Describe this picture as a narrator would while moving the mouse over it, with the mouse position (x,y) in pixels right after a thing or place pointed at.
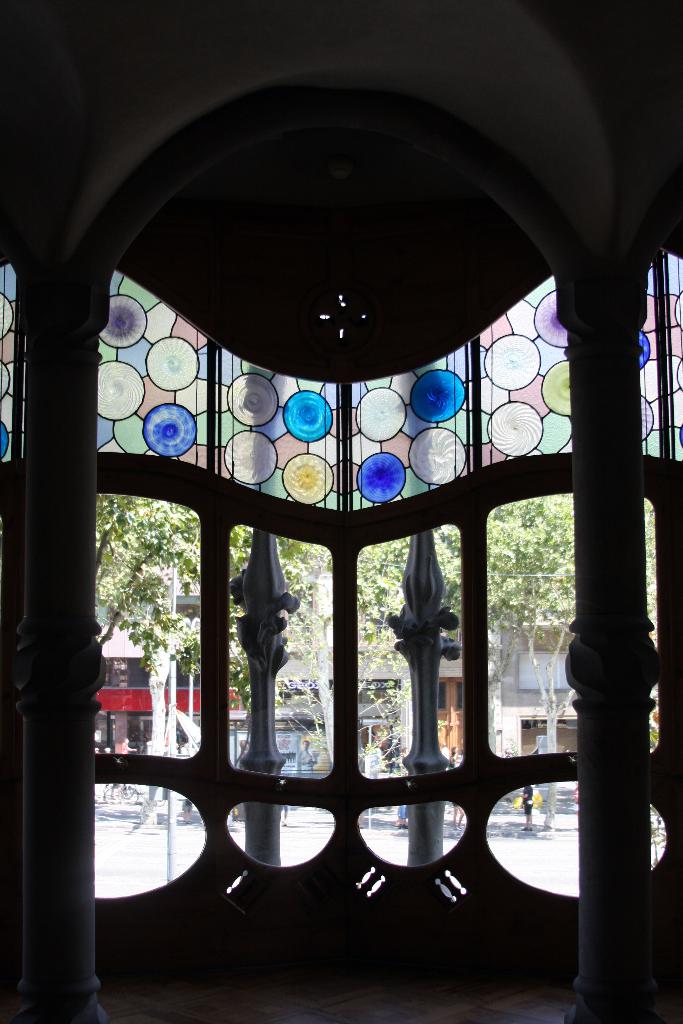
In this image, we can see an arch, a few pillars (430,596). We can also see some glass (364,767). There are a few buildings (447,690), trees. We can also see a board (316,768) and the ground (200,1009).
